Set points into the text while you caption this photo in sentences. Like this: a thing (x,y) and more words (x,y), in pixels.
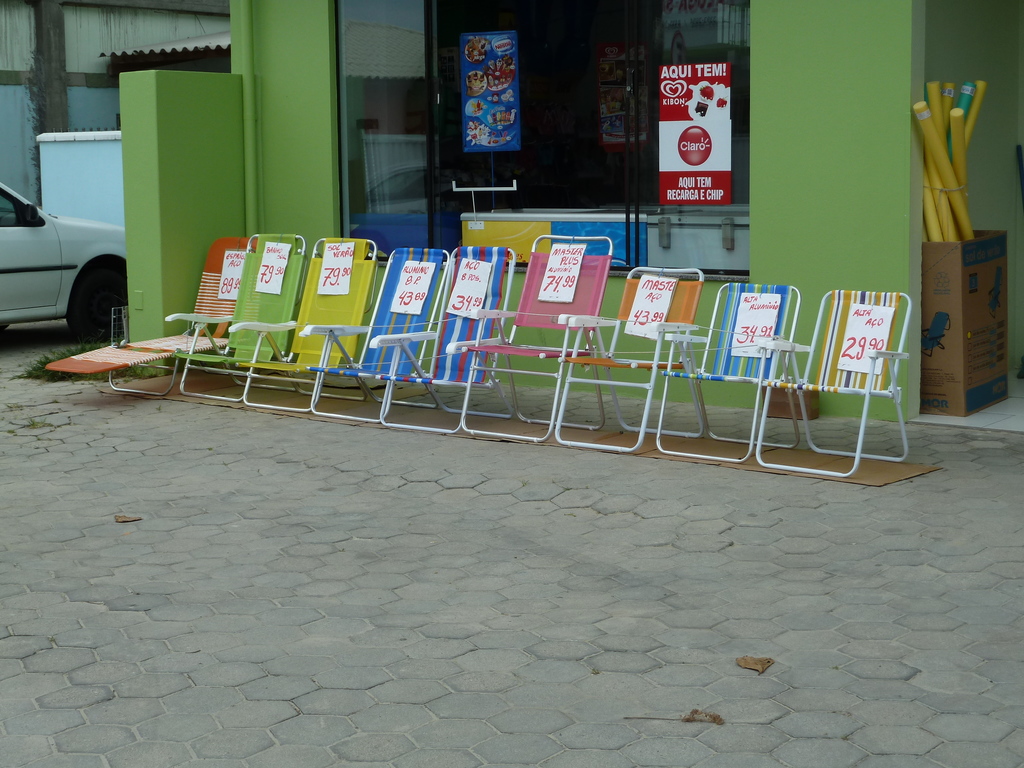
In the image there are few chairs (647,401) in front of a store (419,219) with cardboard (925,266) on the right side (962,223) with some sticks (963,185) in it, on the left side (53,250) there is a car (42,248) on the road (57,385).
